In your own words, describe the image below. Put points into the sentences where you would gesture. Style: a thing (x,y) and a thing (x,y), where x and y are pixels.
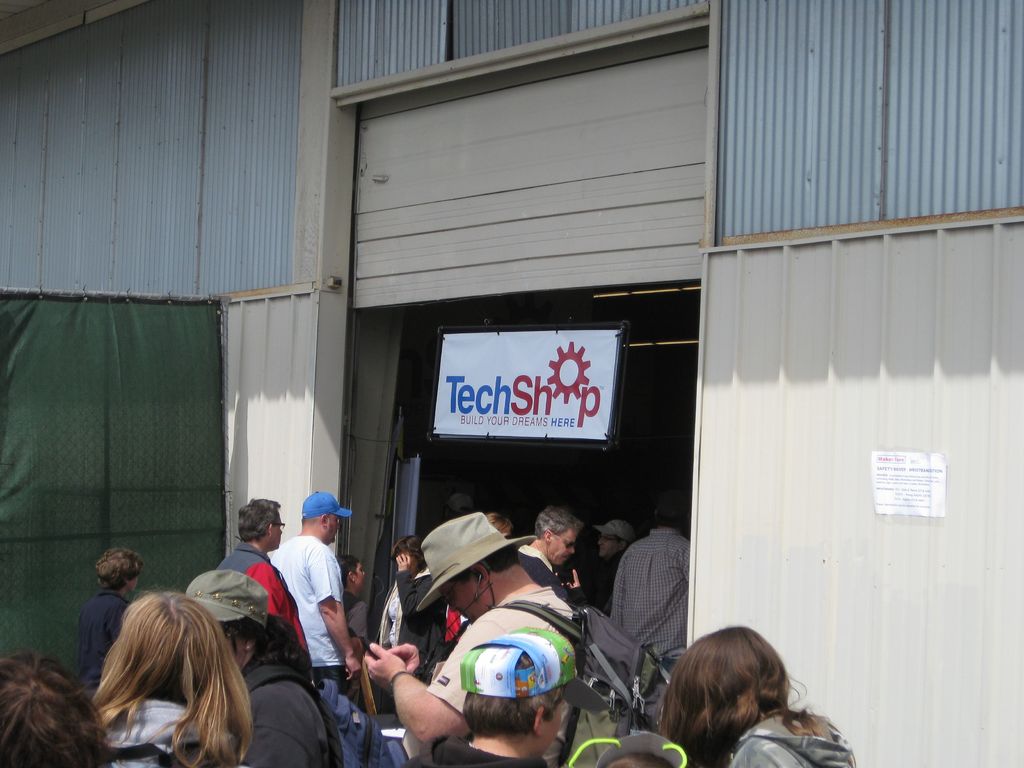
In the foreground of the image (367,756) we can see a group of people (283,633) are standing. In the middle of the image (504,376) we can see a board (534,392) and some was text (487,421) written on it. Some people (316,514) are entering inside the shutter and a green color curtain (198,539) is there. On the top of the image (862,125) we can see steel tins (439,34).
